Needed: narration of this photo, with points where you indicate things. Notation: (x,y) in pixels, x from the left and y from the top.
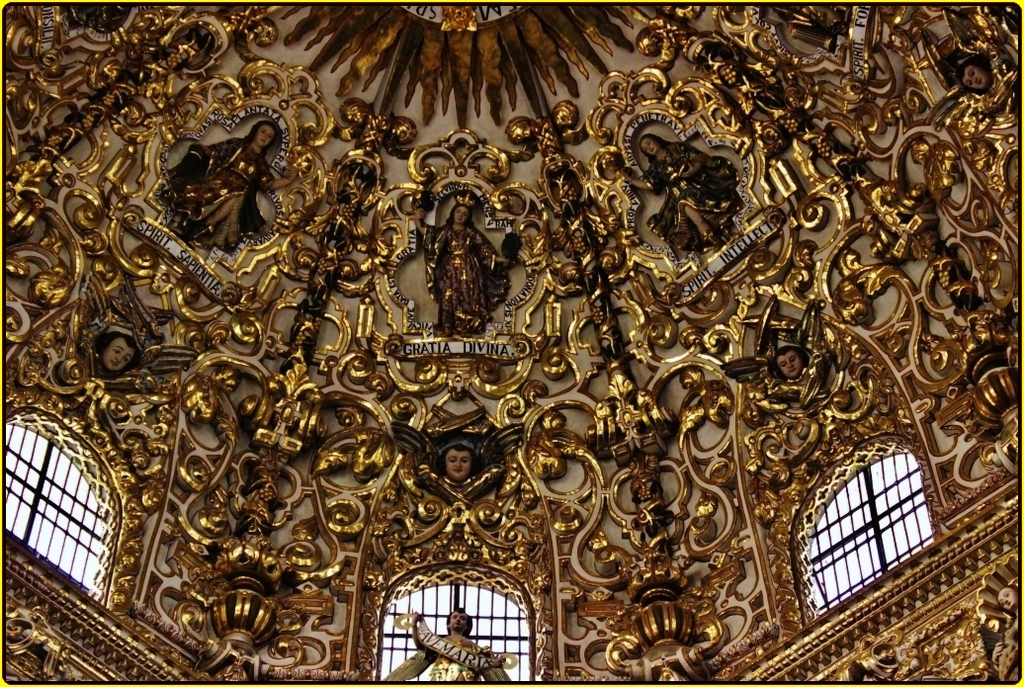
This picture is taken inside the building (394,459). In this image, in the middle (477,452), we can see a sculpture (458,629). On the right side (870,558) and left side (46,473), we can see a grill window (73,474). At the top (530,90), we can see some sculptures (171,223) and a roof (629,224).
